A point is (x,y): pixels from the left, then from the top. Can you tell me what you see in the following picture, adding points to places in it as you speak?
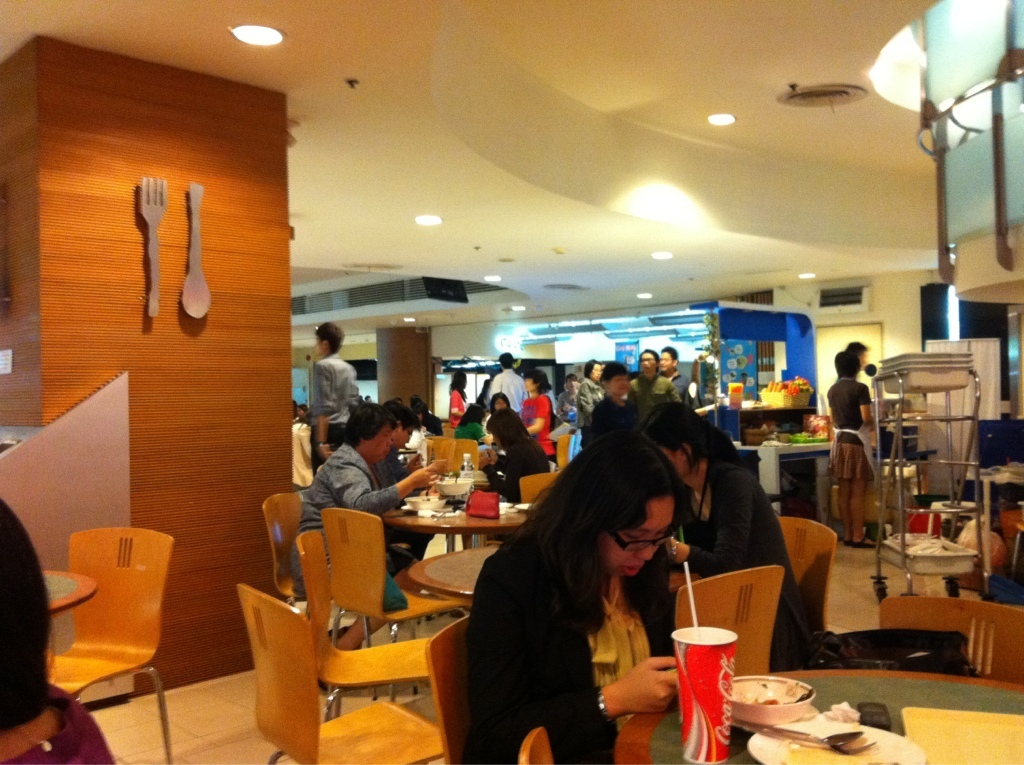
This picture shows a group of people (500,621) seated on the chairs (737,669) and we see few cups (730,680) and glasses (705,655) and plates (895,753) on the tables (414,513) and we see few (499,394) are standing and we see chairs (363,546) and tables (79,584) on the side and we see lights (267,39) to the roof (570,261).
